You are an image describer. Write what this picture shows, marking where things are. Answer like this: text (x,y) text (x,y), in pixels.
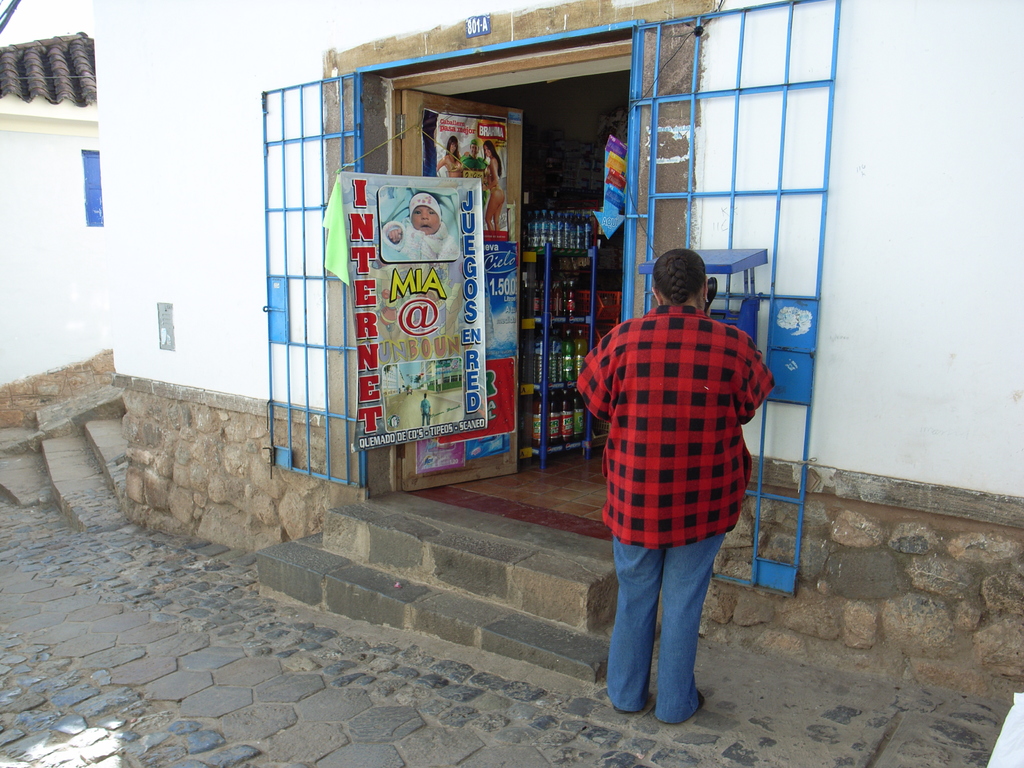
In this picture we can see a person (640,481) standing on the ground (312,679) and beside this person (647,505) we can see steps (440,560), posters (428,204), doors (463,111), bottles (585,230) in rack (586,249) and some objects (586,269) and in the background (185,139) we can see buildings (98,94), window (90,176).
